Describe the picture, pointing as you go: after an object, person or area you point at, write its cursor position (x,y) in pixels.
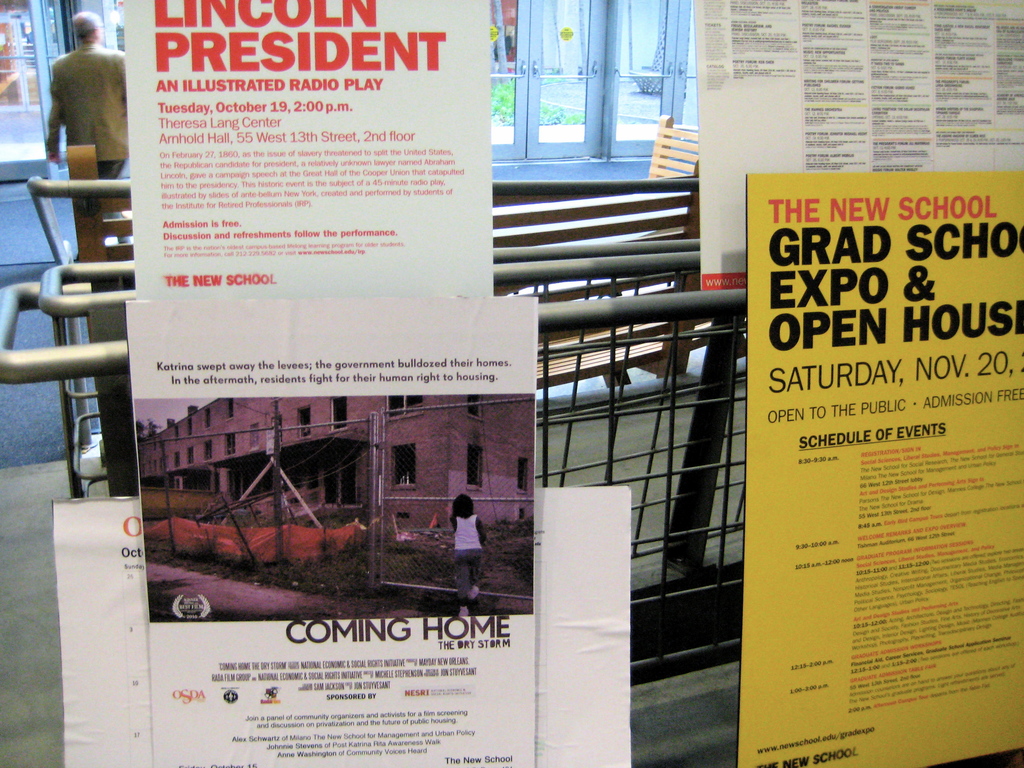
In the foreground of the picture (770,284) there are flyers (298,670) and posters (202,310), in an iron frame (634,315). In the center of the picture (665,328) there are benches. In the background (95,78) there are windows (658,43) and a person (74,72) walking, outside the door (552,89) there are plants (493,106) and other objects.
